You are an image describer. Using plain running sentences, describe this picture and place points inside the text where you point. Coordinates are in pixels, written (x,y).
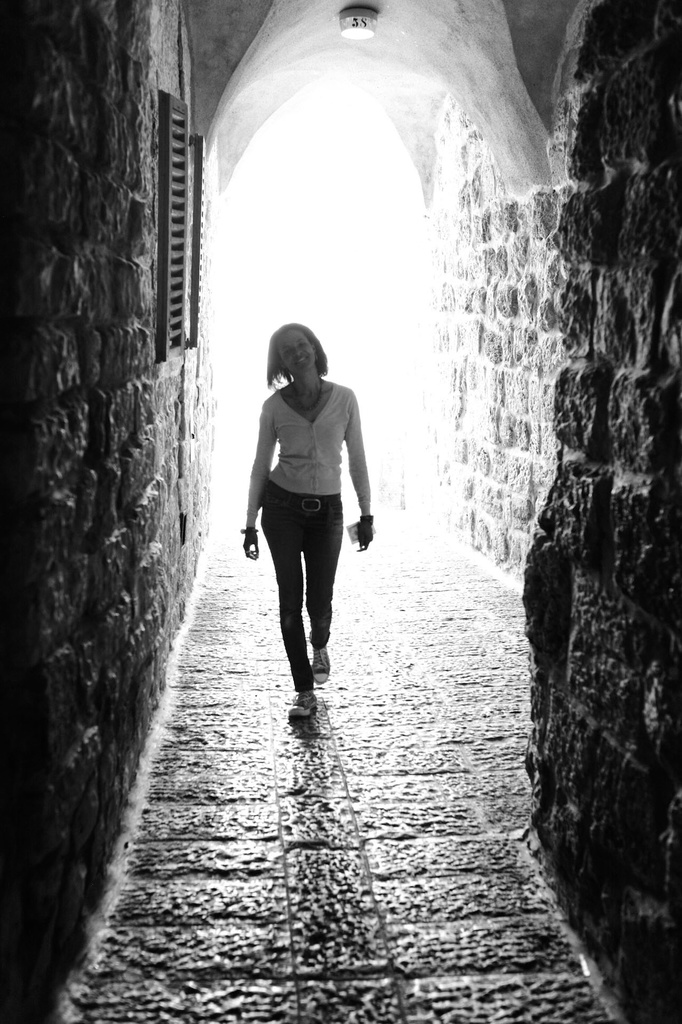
In the middle of the image (348,423) a woman (344,412) is walking. Behind her we can see wall (655,460).
